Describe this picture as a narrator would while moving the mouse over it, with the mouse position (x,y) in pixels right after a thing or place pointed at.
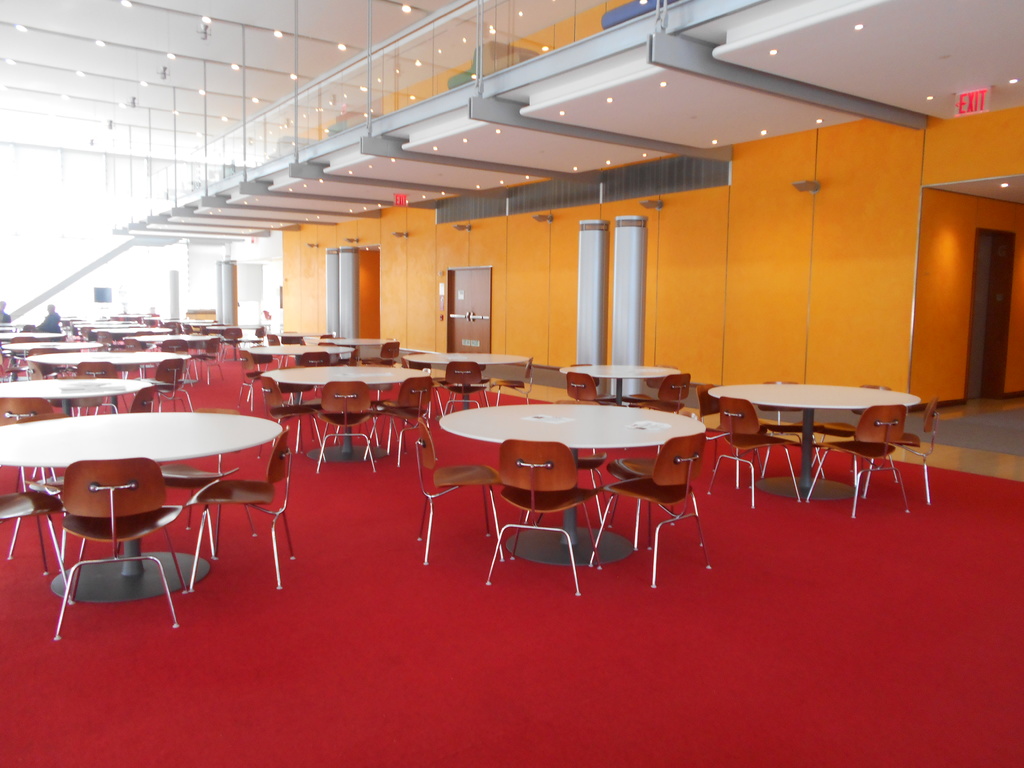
In this picture we can observe some tables (551,414) and chairs (108,513). We can observe red color floor (396,614) and an orange color wall (758,262). We can observe a glass railing (372,75) here and there are some lights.
